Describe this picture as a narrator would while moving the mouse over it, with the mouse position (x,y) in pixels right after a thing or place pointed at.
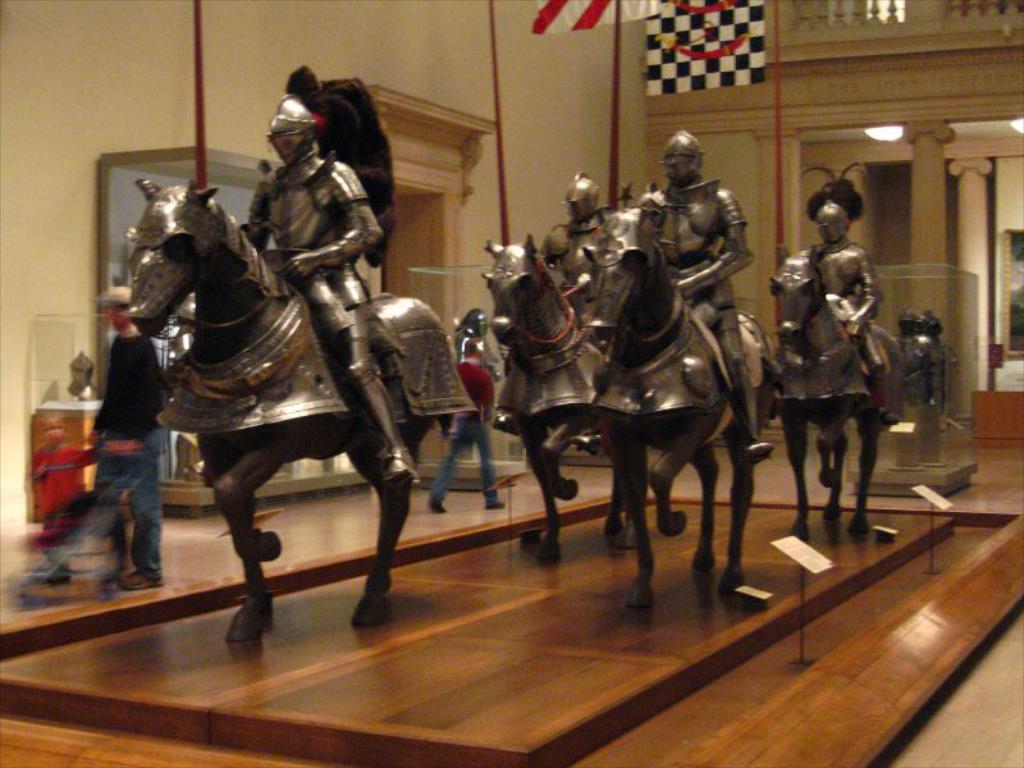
It looks like a statue (723,272) that people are riding on the horse (530,338) behind them there are people (473,382) walking, wall (208,40) and flag (610,8).
